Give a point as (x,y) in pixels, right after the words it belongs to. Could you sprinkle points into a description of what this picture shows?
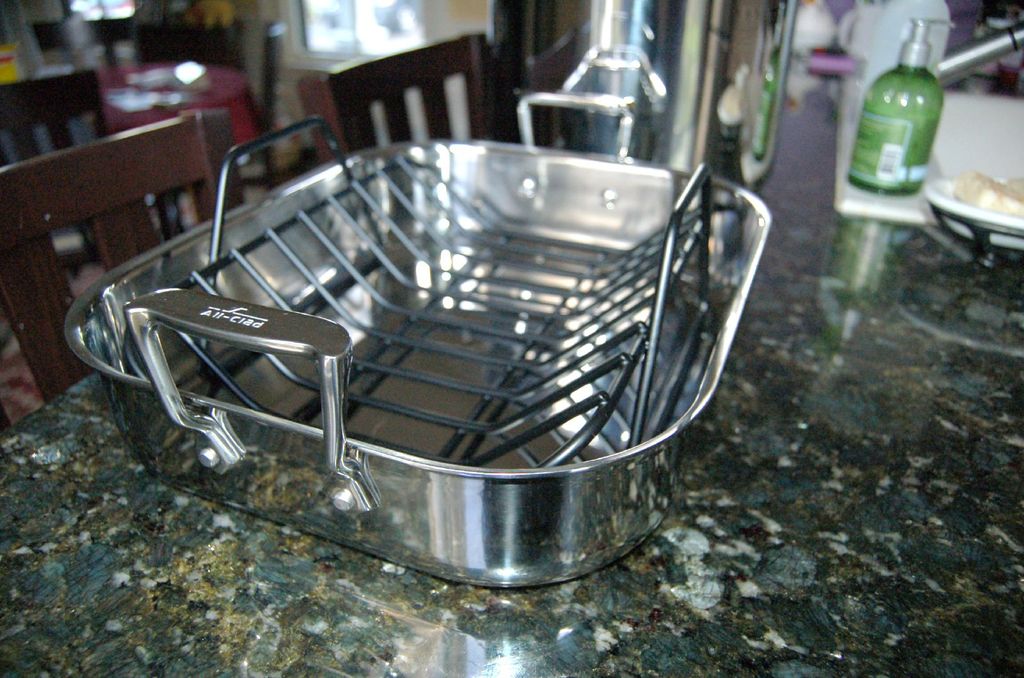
there is a vessel (478,290) on the table (759,459). at the left (101,157) there are chairs (416,65).
